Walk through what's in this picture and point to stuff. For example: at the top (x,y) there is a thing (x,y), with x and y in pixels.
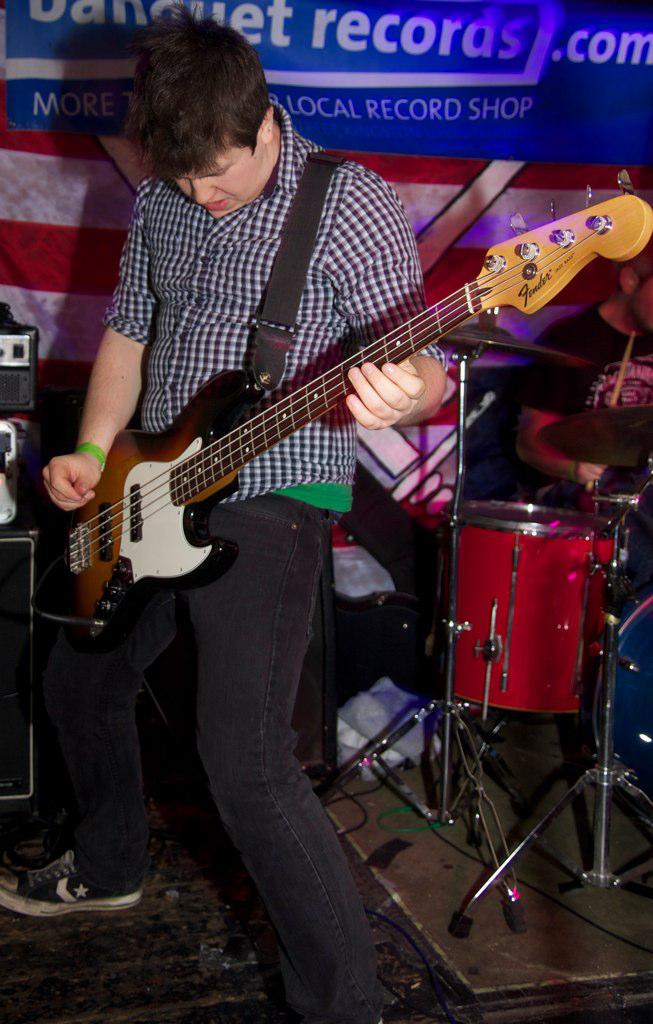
In this image in the middle (235,598) there is a man (141,634) he wears check shirt (210,331), trouser (274,729) and shoes (82,885) he is playing guitar (374,350). In the background (528,698) there are drums (556,650), speaker (18,598) and poster (539,128).
